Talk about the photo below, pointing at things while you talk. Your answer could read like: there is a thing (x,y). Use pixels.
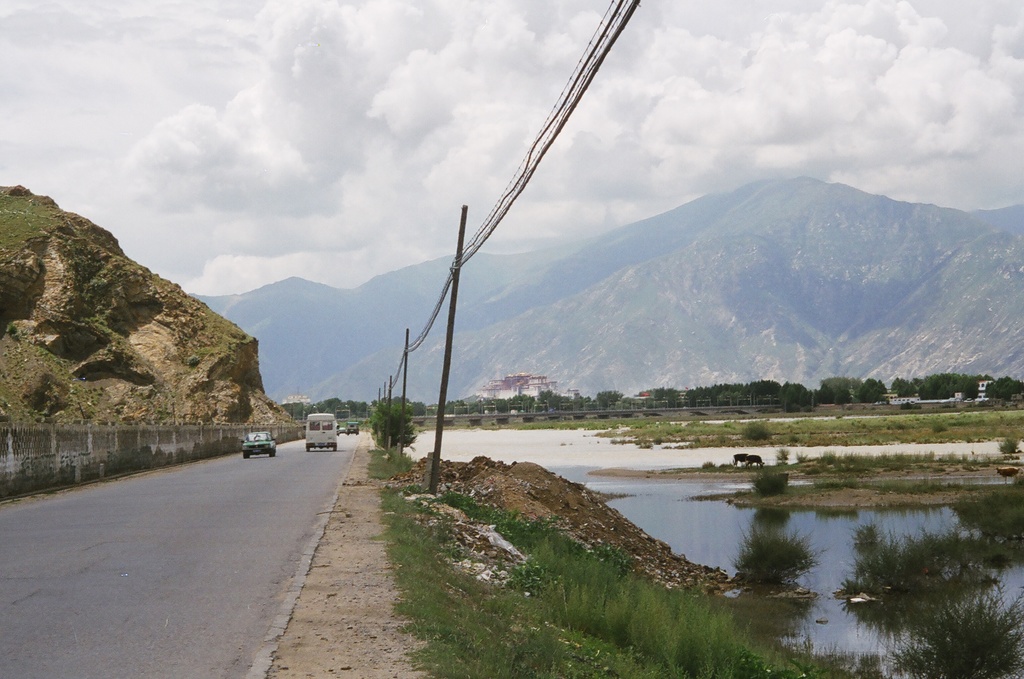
There are vehicles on the road (300,536) and this is grass (441,678). Here we can see water (713,536), poles (447,337), trees (558,405), and buildings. In the background (682,386) we can see mountain (766,269) and sky (831,131) with clouds (787,150).
